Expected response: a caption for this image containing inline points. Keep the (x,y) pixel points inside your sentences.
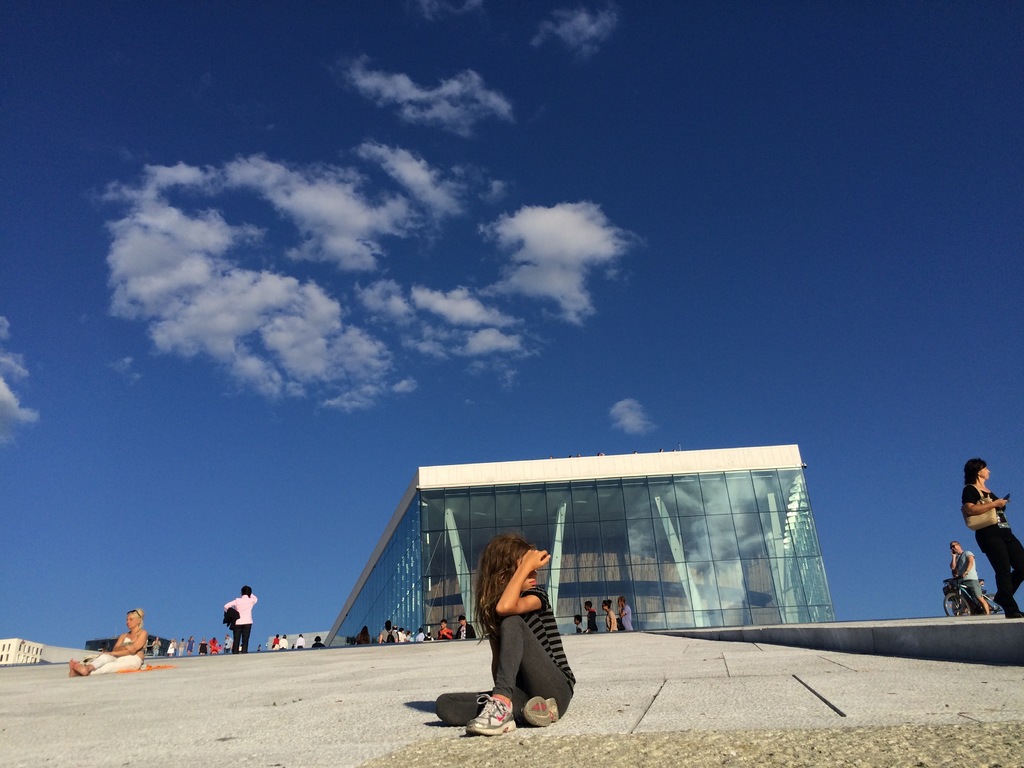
This is an outside view. At the bottom (543,649) two persons (513,639) are sitting on the ground (323,706) and few people (609,631) are standing. On the right side (984,527) one person (1004,565) is walking and one person (968,582) is sitting on a vehicle (958,599). In the background (586,541) there is a building (657,521). On the left side (98,647) there are two more buildings (32,652). At the top of the image (792,192) I can see the sky (796,257) and clouds (228,292).
